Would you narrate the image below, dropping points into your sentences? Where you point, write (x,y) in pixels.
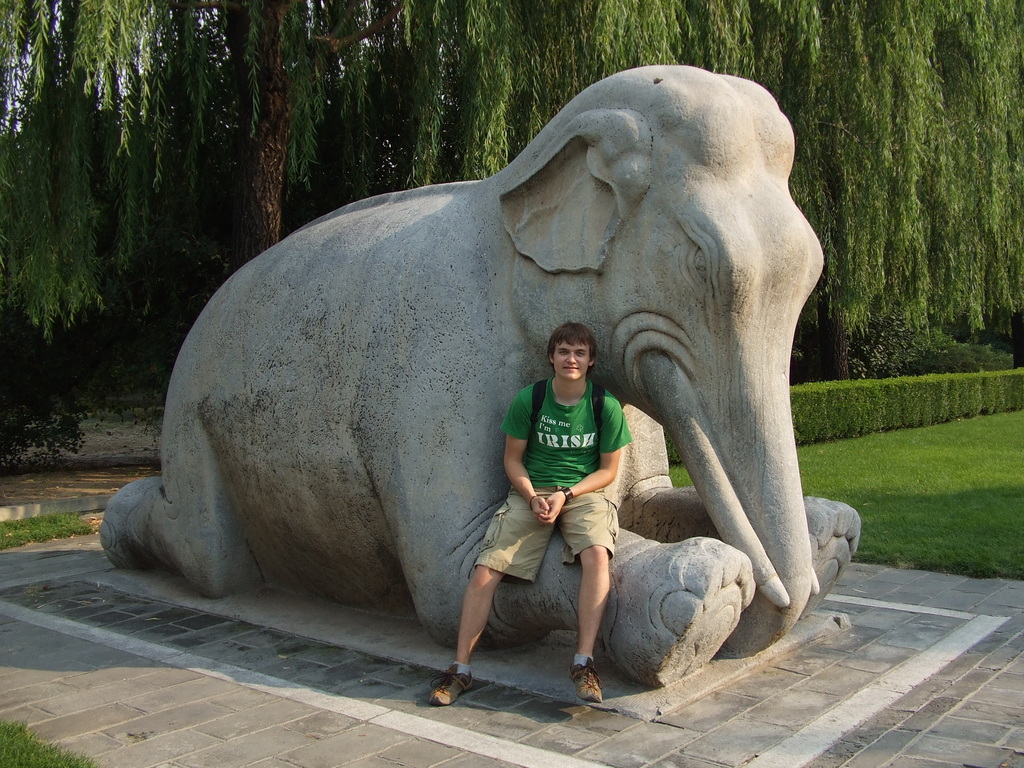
In the image there is a man (586,509) in green t-shirt (568,444) and short (566,532) sitting on an elephant statue (510,339) and behind there are many trees (245,118) with a garden (824,420) in front of it.
